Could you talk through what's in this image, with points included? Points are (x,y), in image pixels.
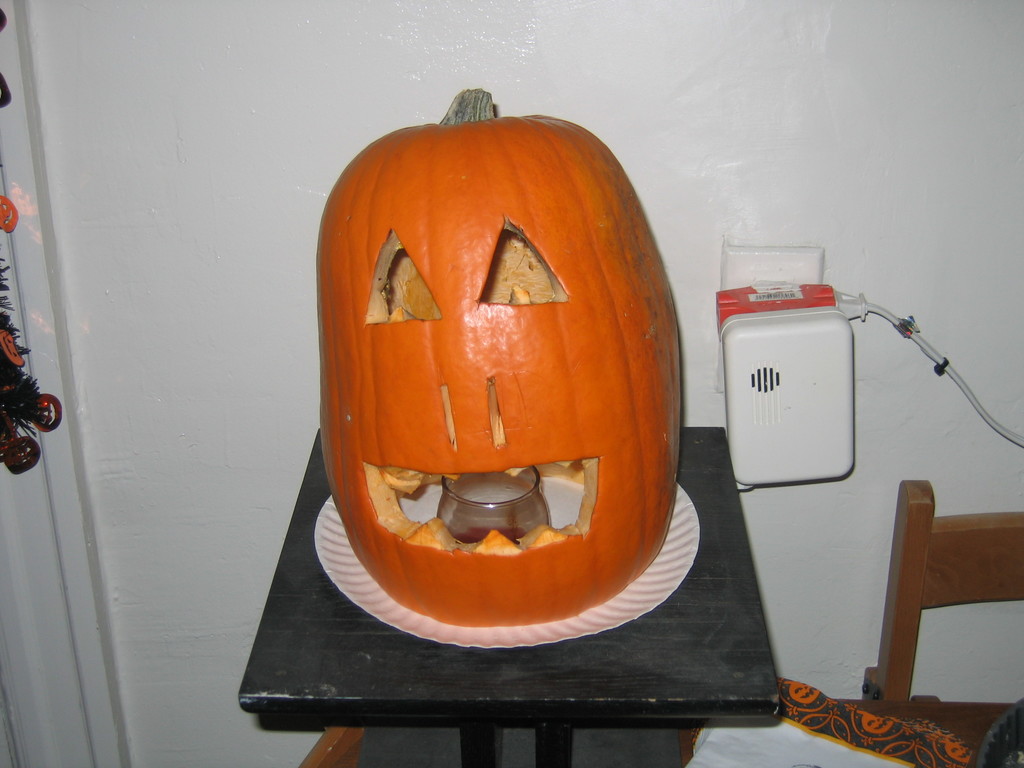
This image consists of a table (712,592) and chair (940,555). There is a pumpkin (490,430) on the table (531,645) which is placed on a plate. There are Christmas tree decorative items (30,461) on the left side (40,413).
